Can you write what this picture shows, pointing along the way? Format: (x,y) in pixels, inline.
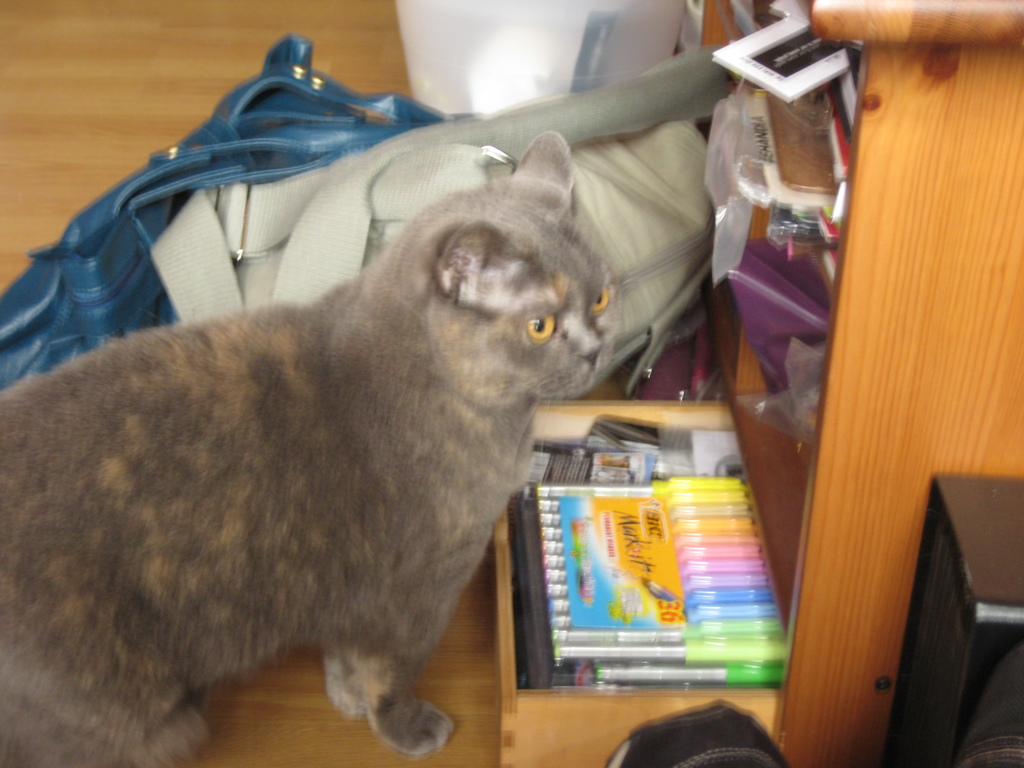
In this image we can see a cat (368,605) on the floor (455,698). In the background (241,180) we can see the bags (468,140) and also the trash bin (543,88). Image also consists of some objects (804,188) and also the pens packet (716,537). On the right (986,552) there is black color box (965,551).
